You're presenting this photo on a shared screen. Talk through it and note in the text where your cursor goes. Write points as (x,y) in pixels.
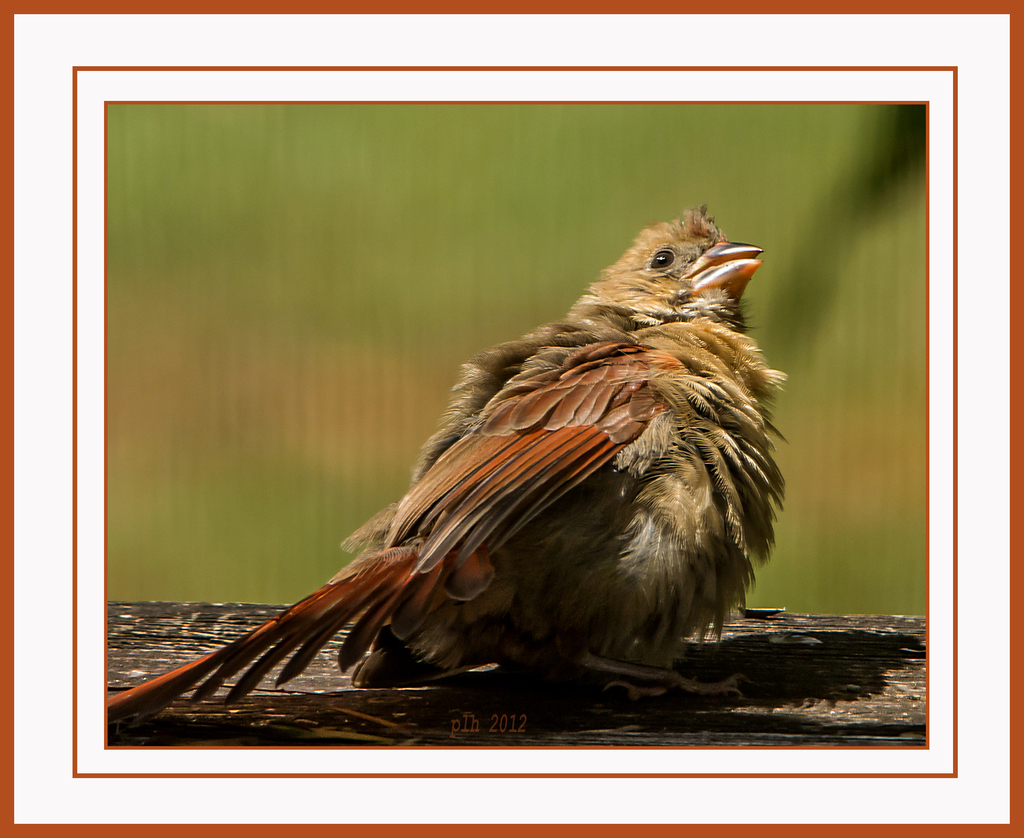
In this image I can see a bird (495,459) which is in brown and cream color. It is on the wooden surface (404,717). And there is a green color background (393,258).
